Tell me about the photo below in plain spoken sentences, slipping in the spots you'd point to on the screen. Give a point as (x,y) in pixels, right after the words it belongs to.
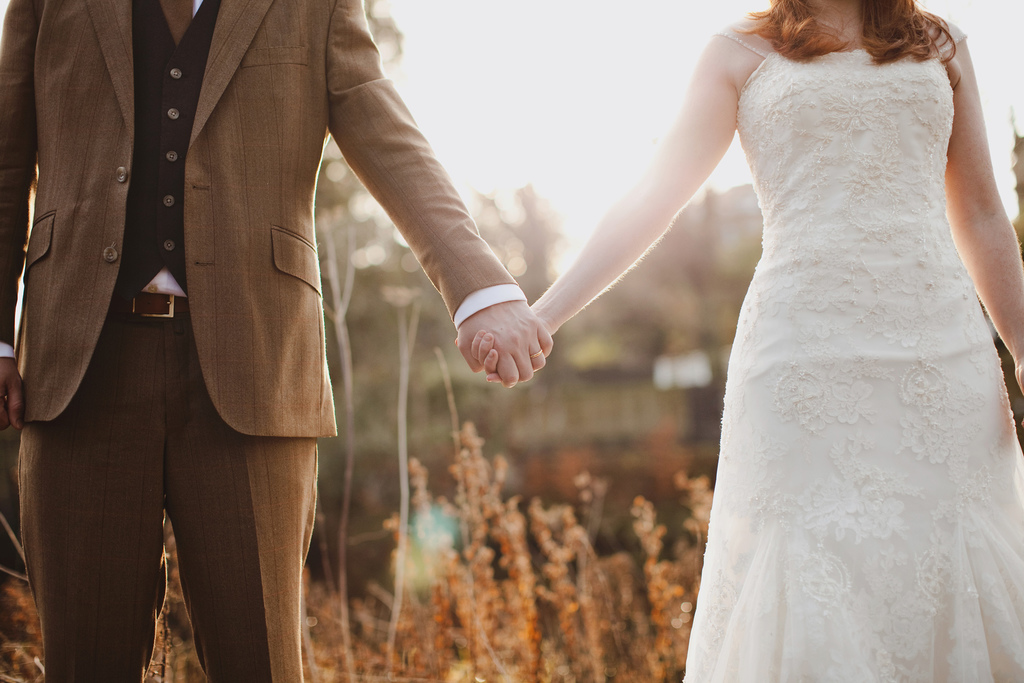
The man (94,183) on the left corner of the picture (148,316) who is wearing a brown blazer (312,256) is holding the hand (475,344) of the woman (787,191) who is wearing a white dress (907,523). There are many trees (426,364) in the background (394,350). At the top of the picture (551,147), we see the sky (567,169) and it is a sunny day.
